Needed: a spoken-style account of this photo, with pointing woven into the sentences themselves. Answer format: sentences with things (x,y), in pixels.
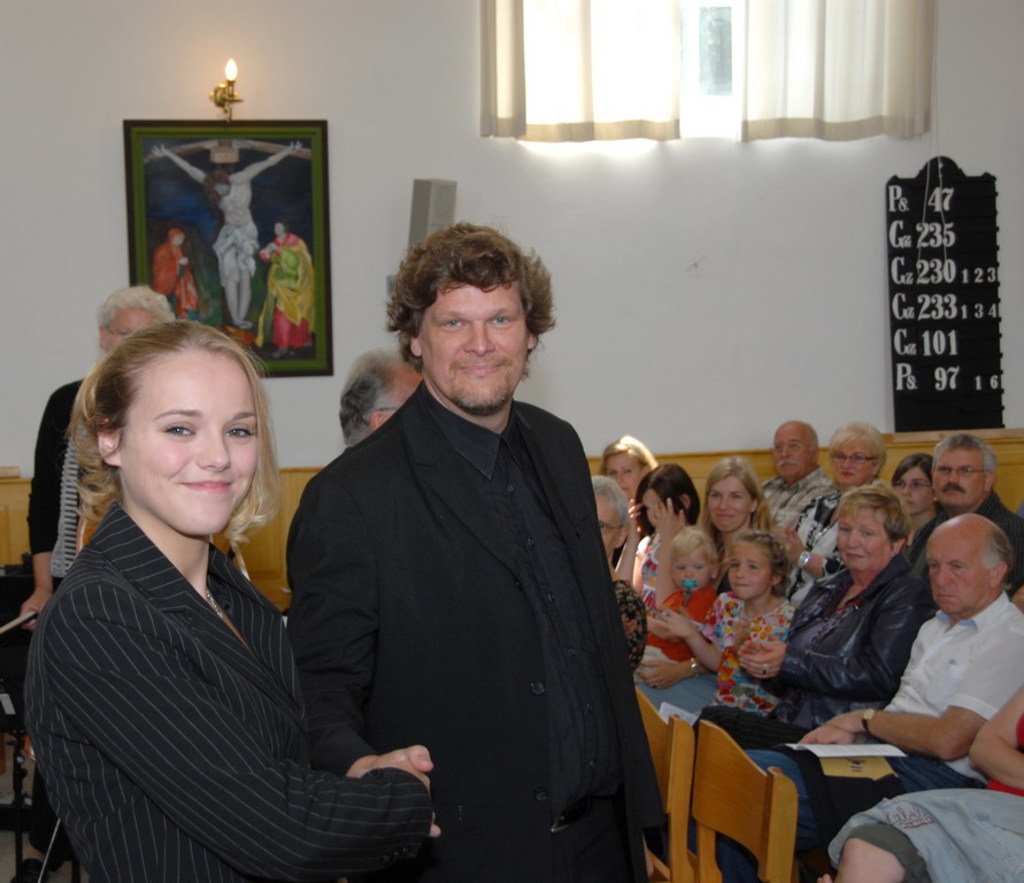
In this image we can see people (805,543), chairs (686,838), frame (226,249), wall (598,396), board (959,372), and a curtain (517,121).
